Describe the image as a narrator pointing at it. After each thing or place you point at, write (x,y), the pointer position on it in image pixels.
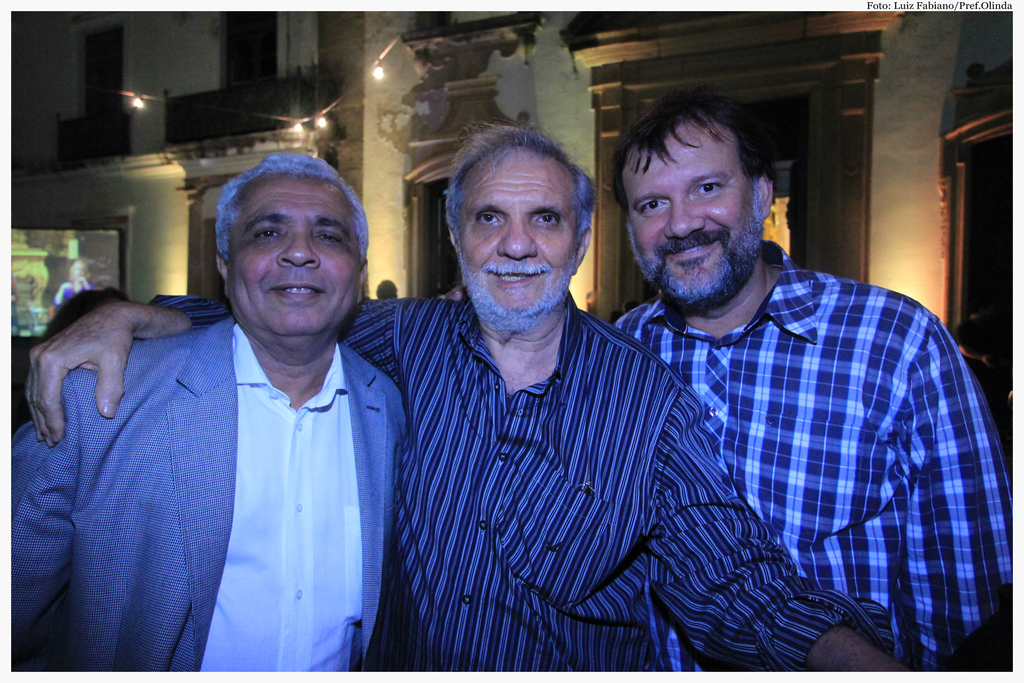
In this picture we can observe three men (449,330) standing. All of them are smiling. In the background (385,235) we can observe a design (476,58) on the wall (475,79). There are some lights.
